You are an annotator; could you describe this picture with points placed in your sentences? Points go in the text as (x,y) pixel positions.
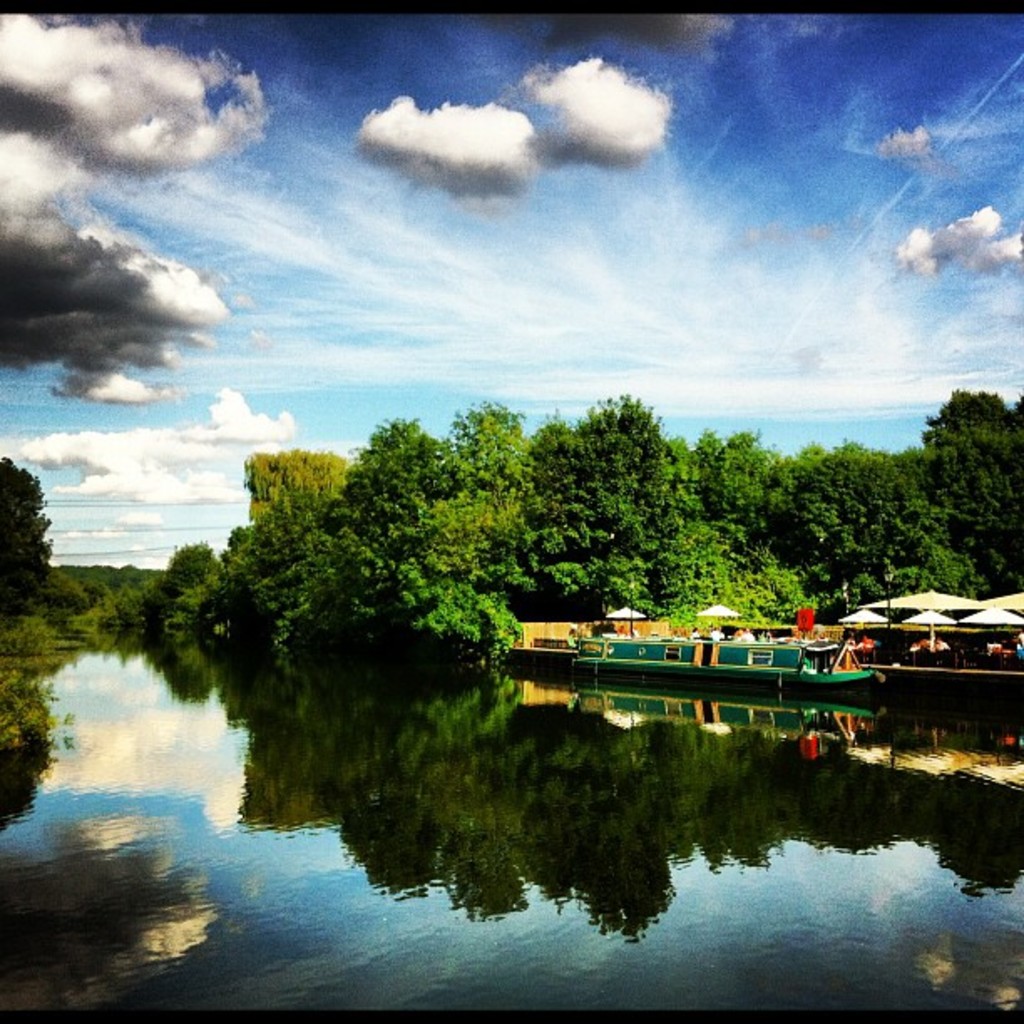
This is an edited picture. I can see a boat (776,663) on the water (638,770), there are group of people (990,648), there are umbrellas (917,601) with poles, there are trees (579,455), and in the background (362,284) there is the sky (565,121).
